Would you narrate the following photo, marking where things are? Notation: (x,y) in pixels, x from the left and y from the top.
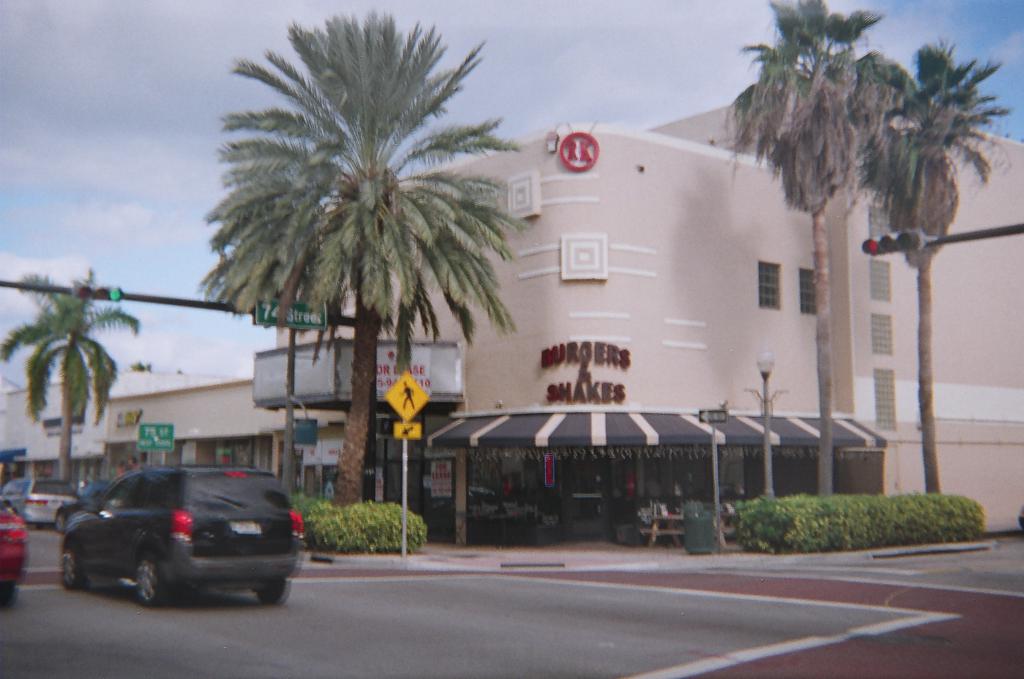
In the picture we can see a road (109,620) on it, we can see a car (256,490) which is black in color and in front of it, we can see some cars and beside it, we can see a shed (120,456) and two trees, traffic light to the pole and behind it, we can see the building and beside it we can see two trees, traffic light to the pole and in the background (642,64) we can see the sky (588,58) with clouds (146,103).
